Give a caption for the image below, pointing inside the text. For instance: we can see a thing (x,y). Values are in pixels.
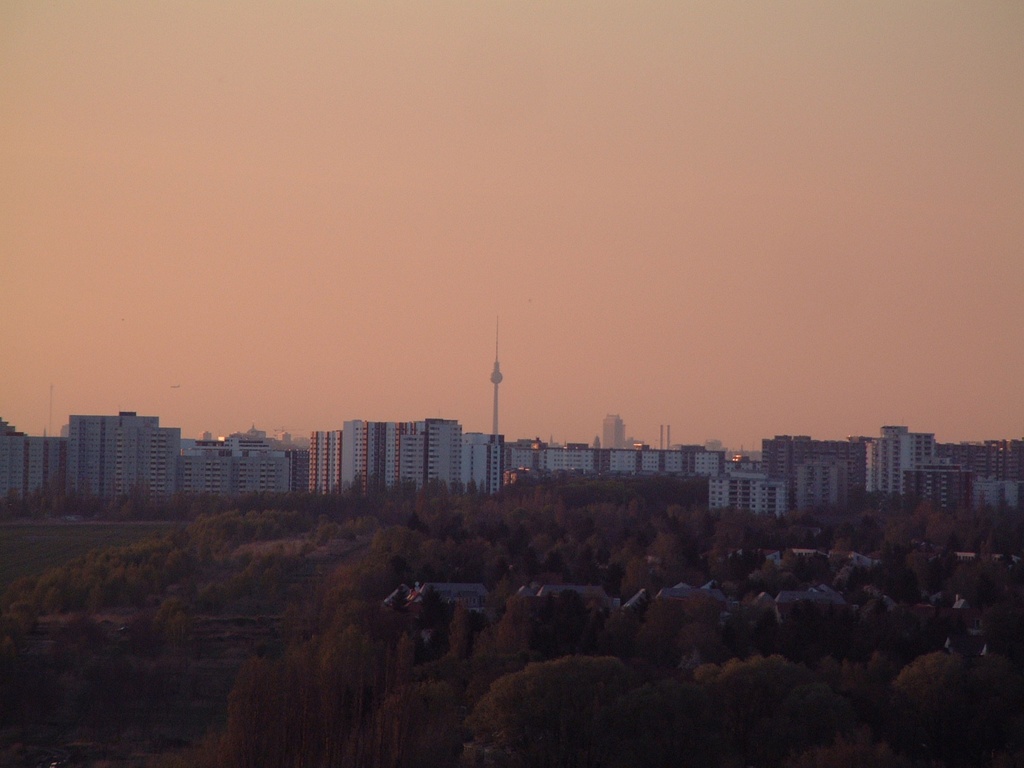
At the bottom of the picture (512,670), we see trees (575,697). There are trees (607,499) and buildings (738,498) in the background (803,483). At the top of the picture (492,131), we see the sky (492,131). We even see a tower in the background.
